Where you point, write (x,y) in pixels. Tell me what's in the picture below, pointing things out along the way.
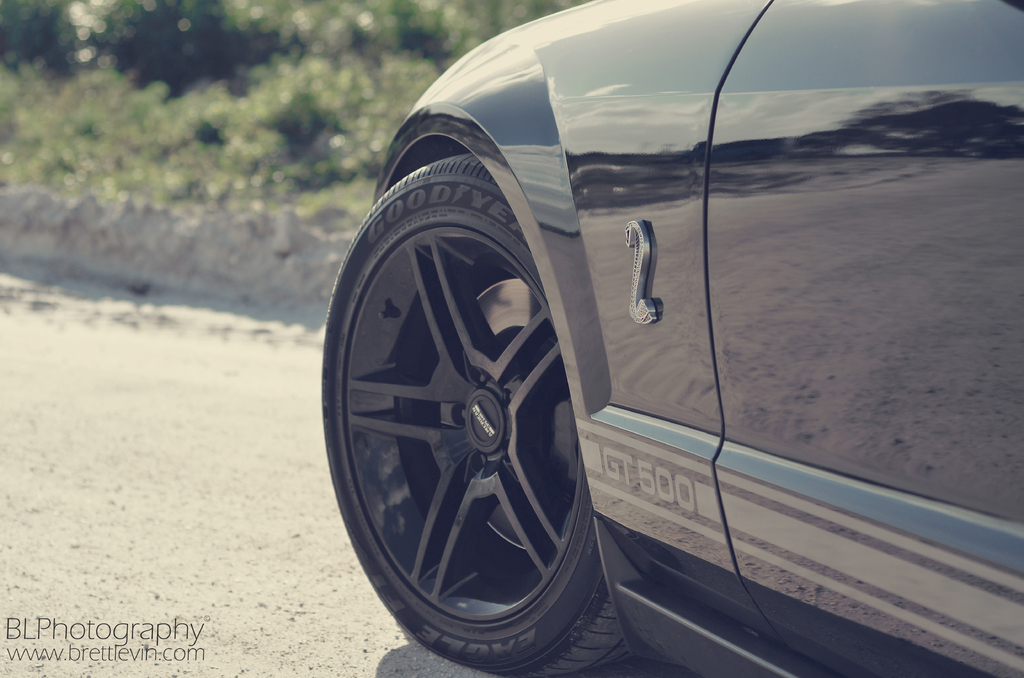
In this picture we can see a car (601,509) on the right side (693,529), in the background (333,190) there are some plants (185,60), we can see some text (114,626) at the left bottom (102,638).
